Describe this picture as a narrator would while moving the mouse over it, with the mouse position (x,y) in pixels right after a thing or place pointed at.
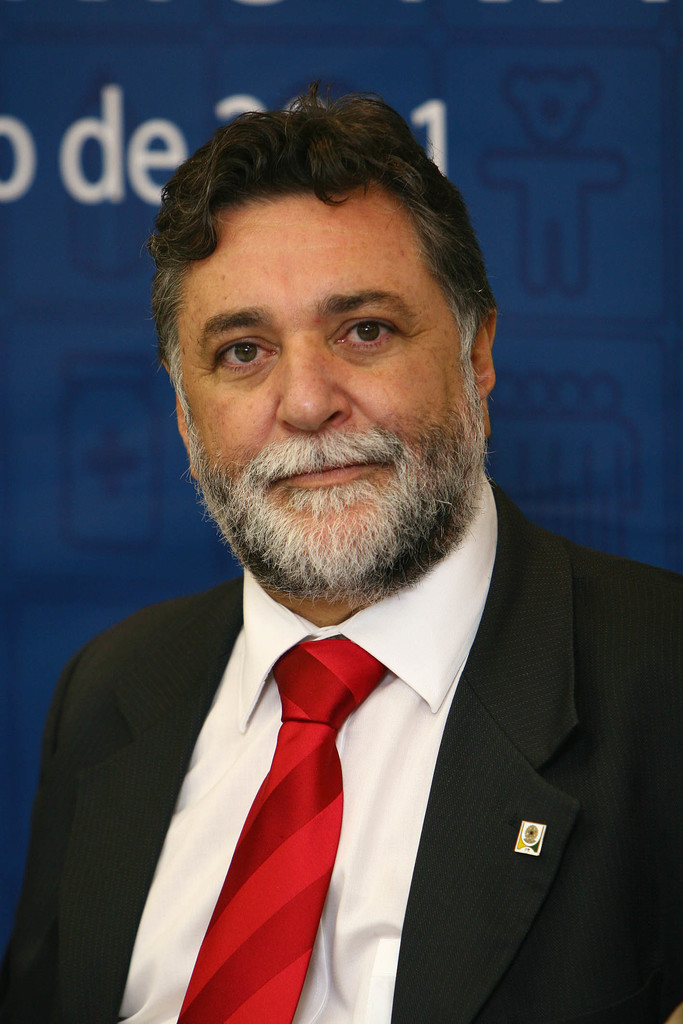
There is a man (318,638) smiling and wore black suit (621,869) and red tie (240,855). In the background (597,361) it is blue.
